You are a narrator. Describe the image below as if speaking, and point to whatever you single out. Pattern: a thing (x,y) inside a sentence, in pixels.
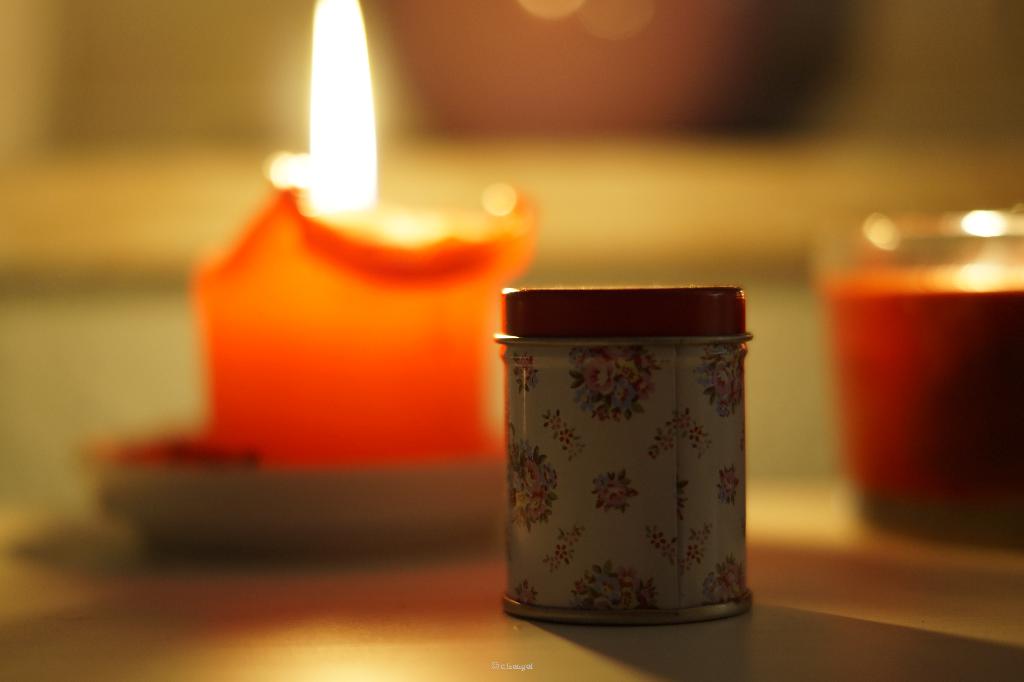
In this picture we can see a candle (367,344) in the background (379,271), there is a bottle (552,592) here, we can see a blurry background (780,231).
